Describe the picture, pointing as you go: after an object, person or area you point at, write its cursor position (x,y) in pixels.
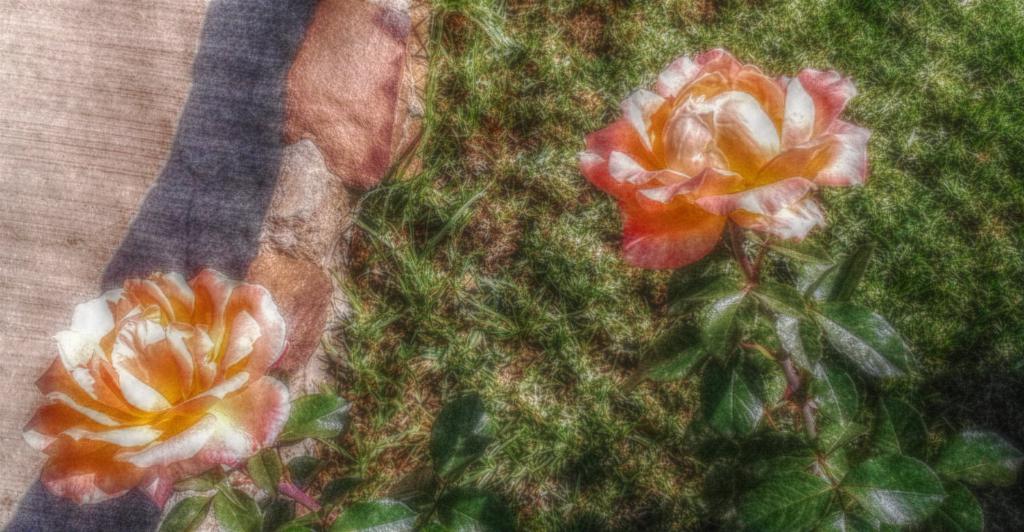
In this painting there are two flowers (200,379) on plant (736,317). On the ground (490,192) there are grasses (577,92). This is the path (138,132).
